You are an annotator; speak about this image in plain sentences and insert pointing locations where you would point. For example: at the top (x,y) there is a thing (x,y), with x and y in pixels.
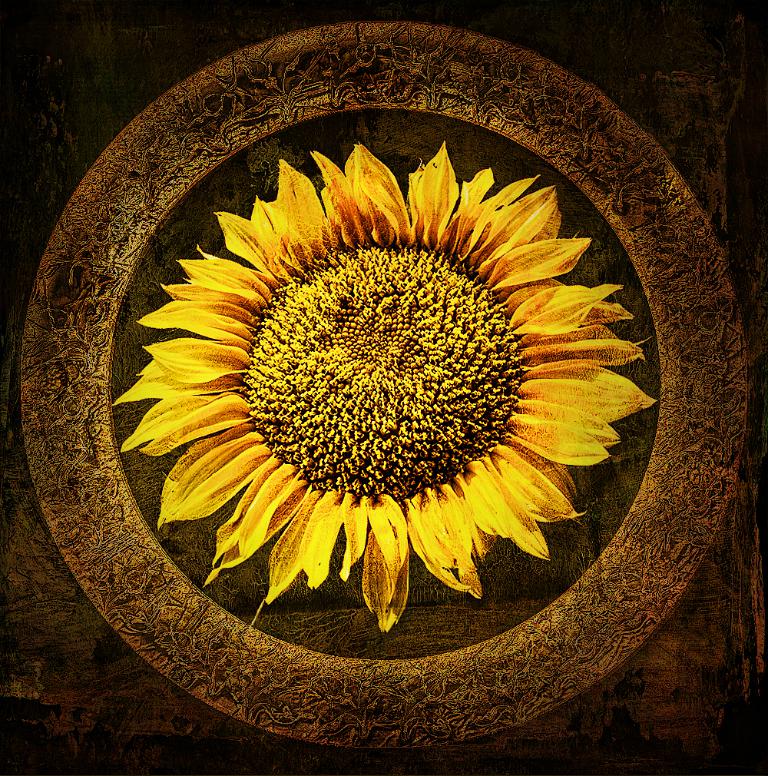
In this image we can see the picture (249,551) of a sunflower (387,326) and design (545,61) on a platform (158,728).
